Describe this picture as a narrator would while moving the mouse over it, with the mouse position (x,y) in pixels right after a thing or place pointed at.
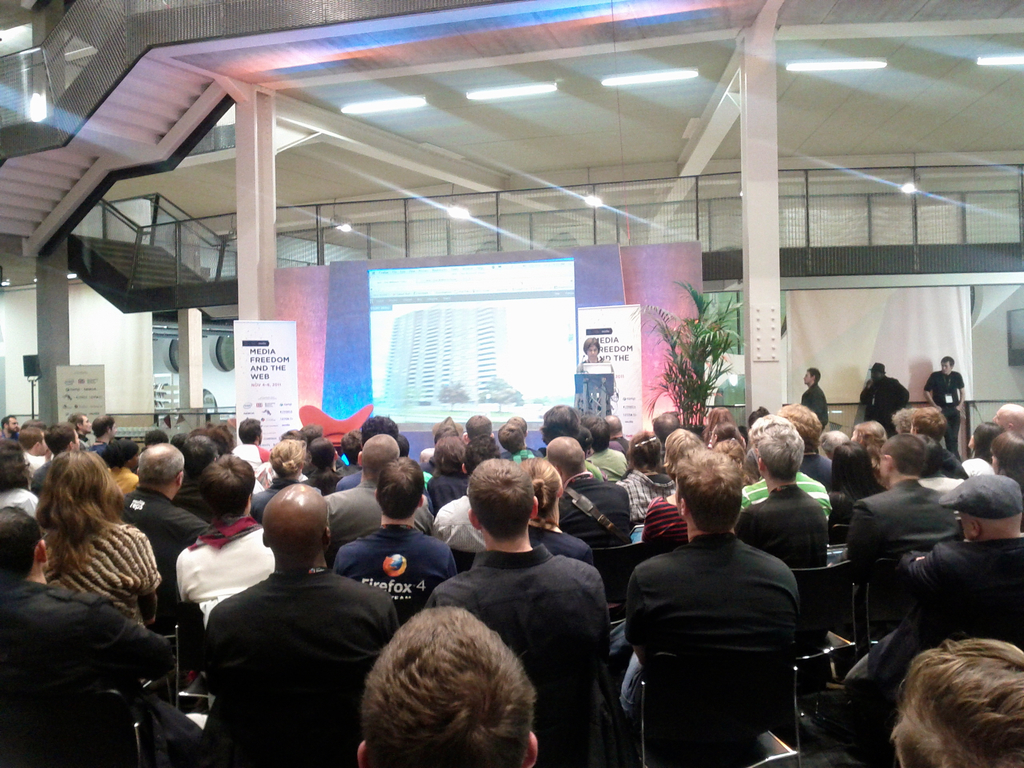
Group of people (980,631) sitting on chairs (820,618) and there is a person (583,348) standing. We can see boards (282,384), pillars (760,357) and plant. In the background (782,351) we can see screen (502,312), people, steps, lights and wall (91,332).
